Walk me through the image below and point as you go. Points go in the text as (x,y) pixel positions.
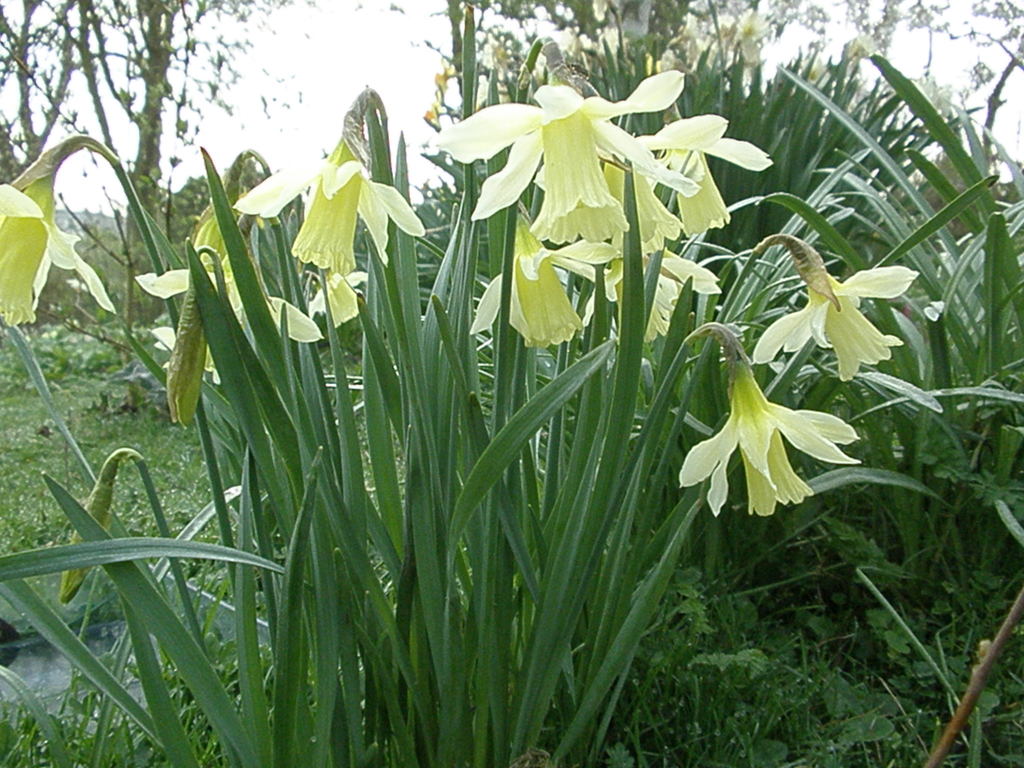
In this picture I can see few plants (671,311), flowers (787,435) and few trees (142,169) in the back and I can see water (45,678) and a cloudy sky (342,51).
